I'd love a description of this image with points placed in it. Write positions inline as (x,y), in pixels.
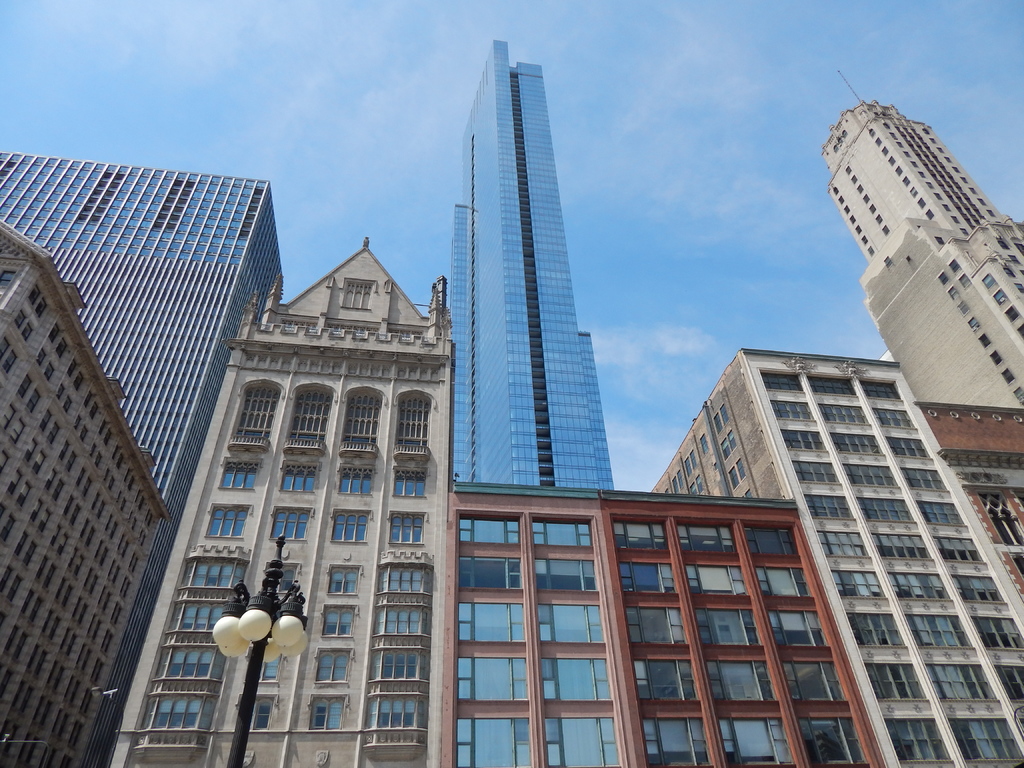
In this image we can see many buildings (486,490) with windows (553,536). At the bottom (285,631) there is a pole (237,756) with lights (272,635). In the background (292,84) there is sky (697,94).
